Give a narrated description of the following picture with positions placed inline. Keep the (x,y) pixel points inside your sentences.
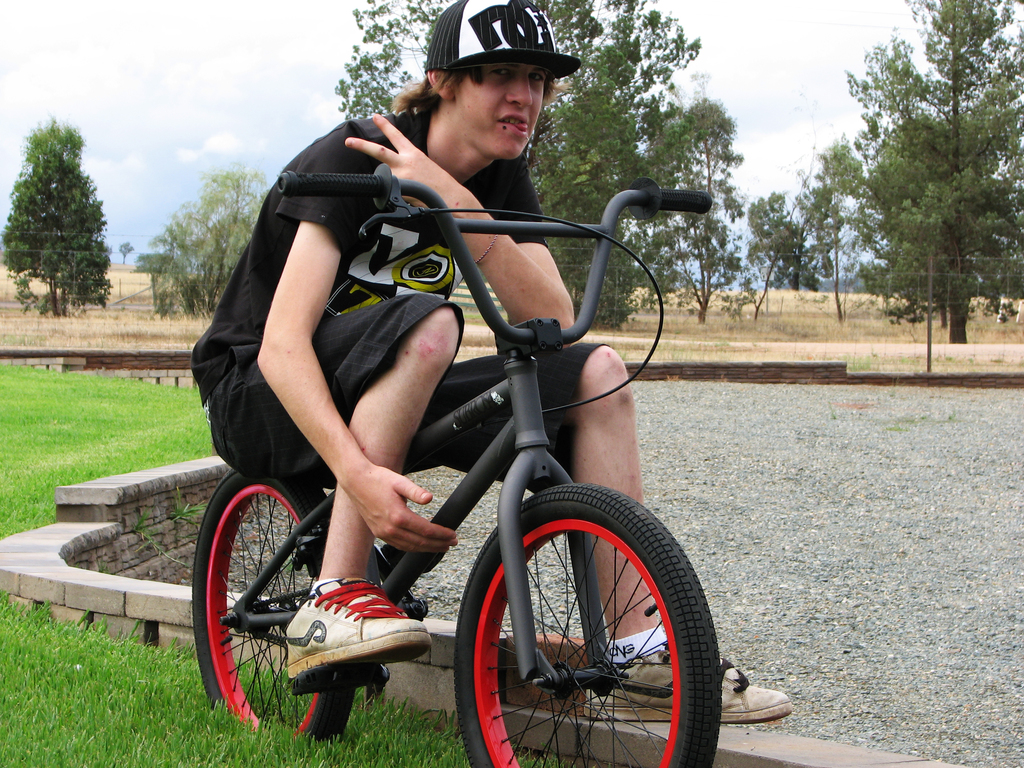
This picture shows a man (339,386) seated on the bicycle (544,223). He wore a cap (562,58) on its head (532,77) and we see grass (74,402) on the ground (19,716) and few trees (681,108) and a cloudy sky (825,45).
